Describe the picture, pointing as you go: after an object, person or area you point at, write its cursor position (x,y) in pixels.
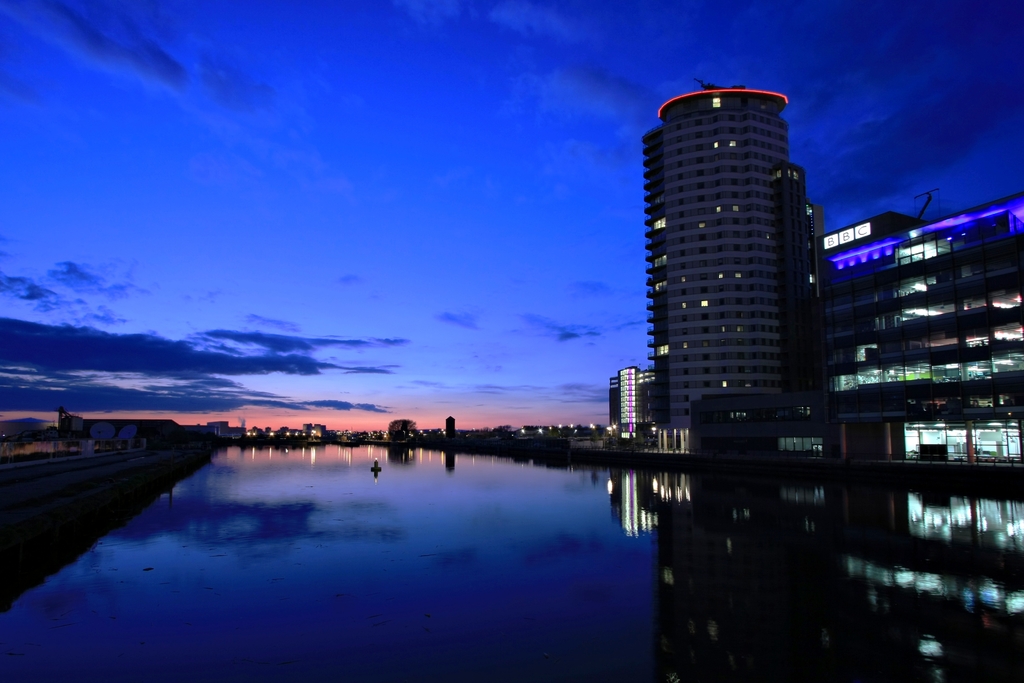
In this picture i can see many buildings (731,362). At the bottom (490,634) there is a water (518,650). At the top (558,134) i can see sky (181,178) and clouds (174,70). At top of the building (726,165) i can see a red light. On the left (40,426) we can see the buildings (12,434) and dish antennas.
